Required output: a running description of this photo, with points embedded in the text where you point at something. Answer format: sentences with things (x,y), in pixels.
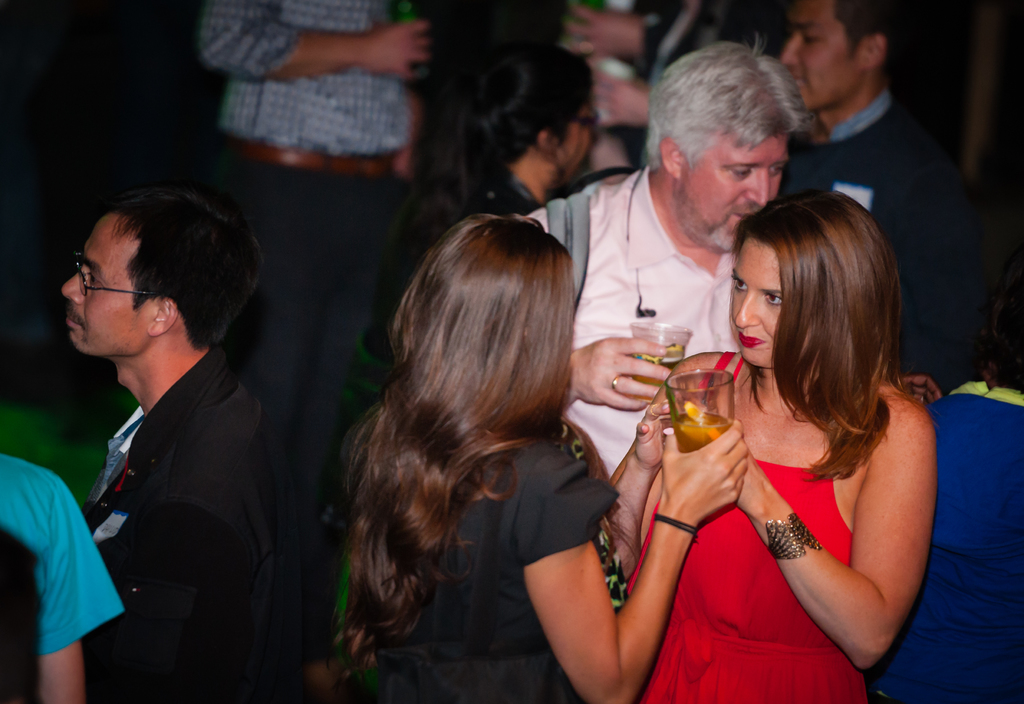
In this image we can see people (270,334) standing on the floor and some are holding beverage glasses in their hands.
